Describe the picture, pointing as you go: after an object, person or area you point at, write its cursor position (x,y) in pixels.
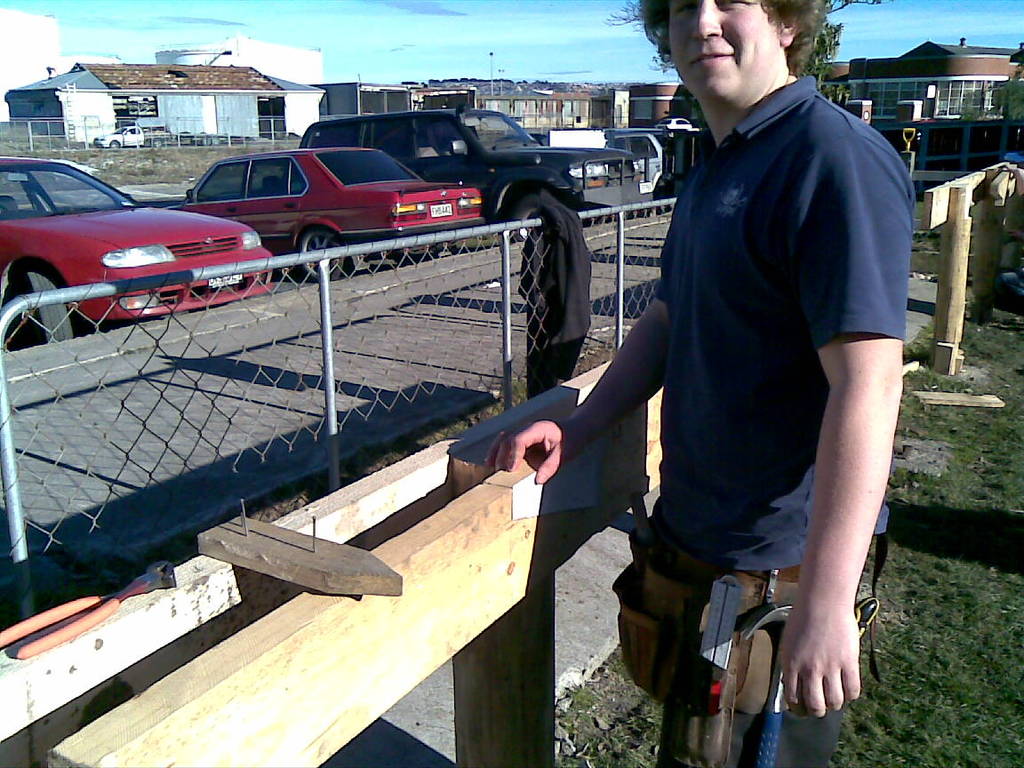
This image is taken outdoors. At the bottom of the image (646,704) there is a ground (946,674) with grass (954,666) on it and there is a road (442,716). At the top of the image (427,47) there is a sky (292,28) with clouds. In the middle of the image (625,424) there is a wooden fence (346,602) and there is a mesh (166,360). A few cars (244,241) are parked on the ground (609,295) and a man (839,163) is standing on the ground (628,716). In the background (70,117) there are a few houses (619,95) and trees (1012,102).
